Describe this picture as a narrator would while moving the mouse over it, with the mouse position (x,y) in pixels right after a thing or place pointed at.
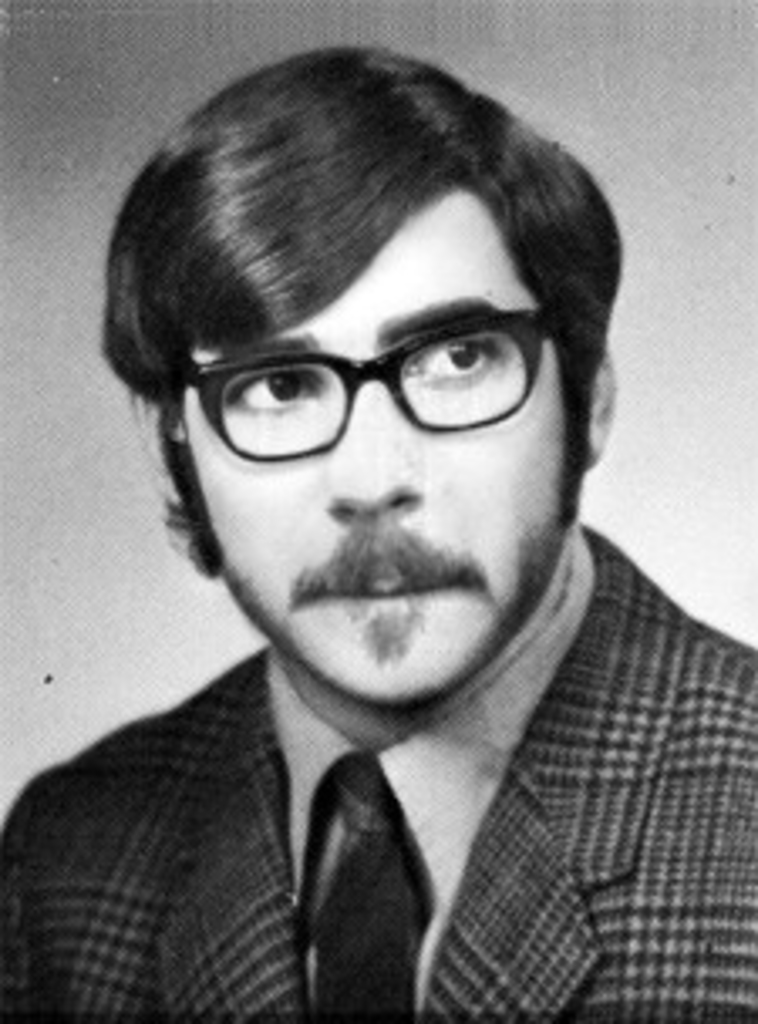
This is the picture of a black and white image where we can see a person (639,910) wearing a suit (609,806).
